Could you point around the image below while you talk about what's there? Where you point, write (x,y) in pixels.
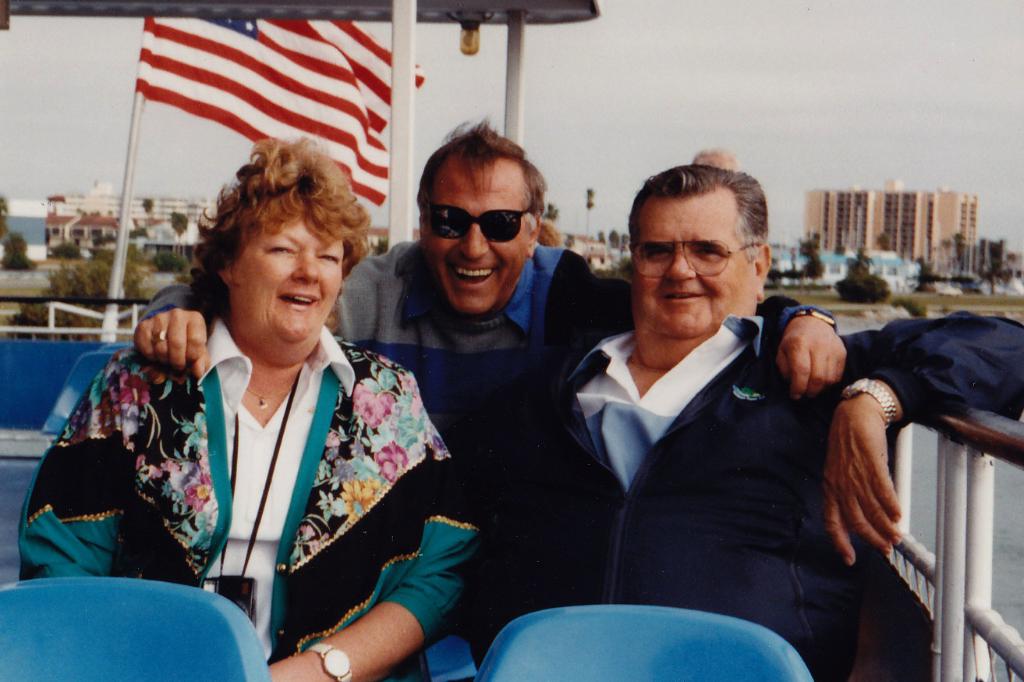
In this image there are three people (441,413) sitting on the chairs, in the middle (421,424). Behind them there is a flag (259,86). It seems like they are sitting in the vehicle (718,621). In the background (870,244) there are buildings (854,215). At the top (770,63) there is the sky (735,63). In front of the buildings (882,223) there are trees (856,281). There is a man (476,317) in the middle (441,301) who kept his both hands (173,310) on the persons (334,374) who are on either side of him.
